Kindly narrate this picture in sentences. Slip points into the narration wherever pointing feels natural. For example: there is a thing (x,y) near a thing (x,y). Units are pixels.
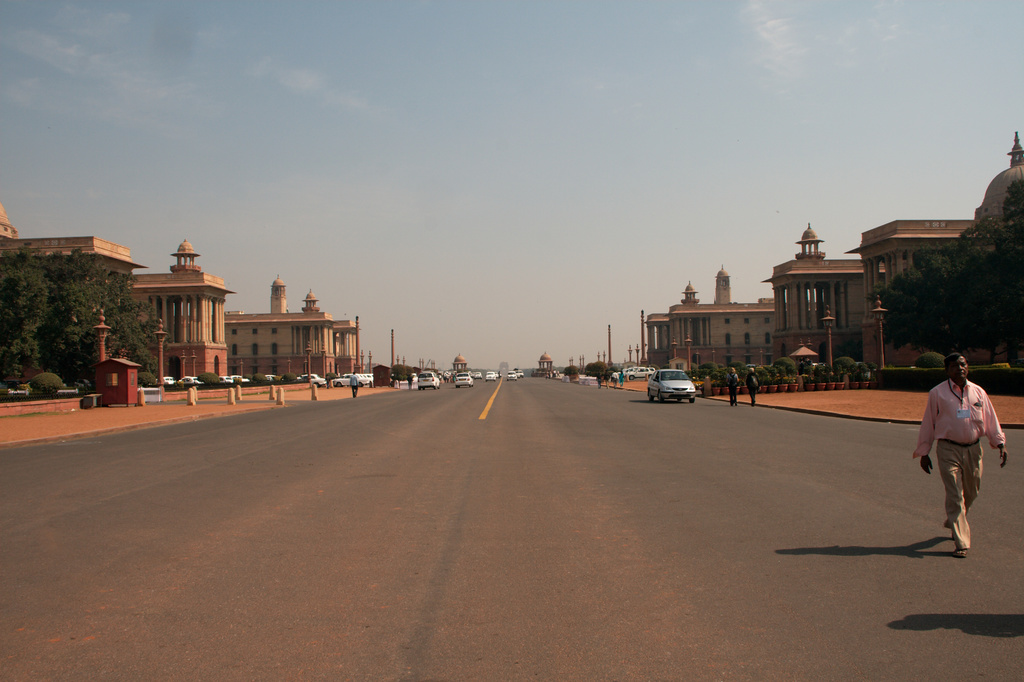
In this picture we can see few buildings (458,362), vehicles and group of people (753,405), on the left (54,339) and right hand side of the image (923,309) we can see few trees (79,347), in the background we can see few poles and clouds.
